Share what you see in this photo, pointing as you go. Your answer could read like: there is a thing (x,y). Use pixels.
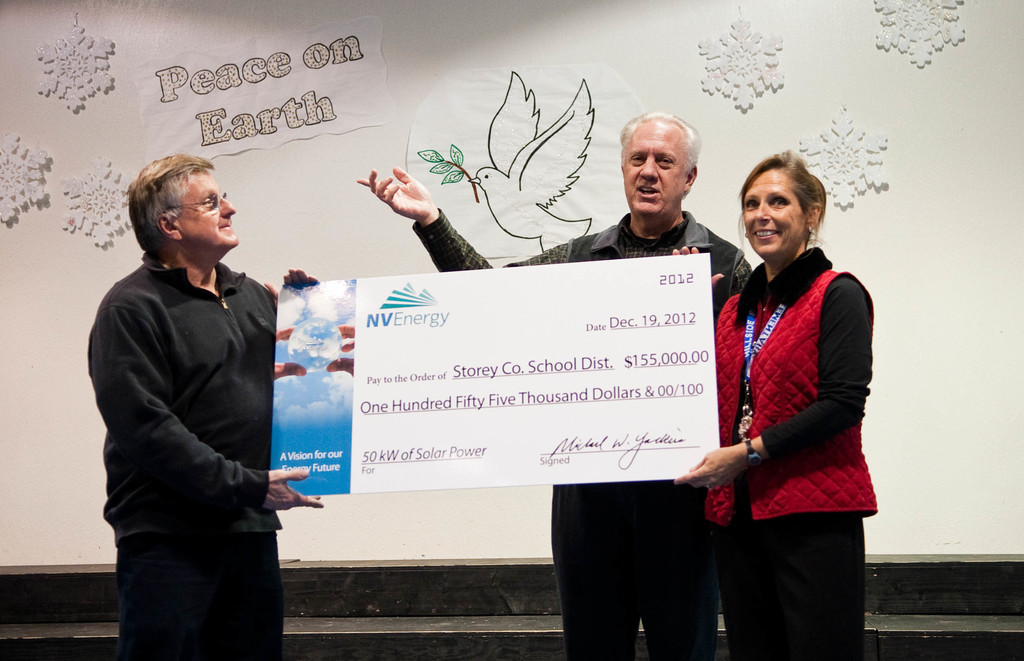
Here we can see three persons (615,622) and they are holding a cheque (570,480) with their hands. In the background (966,386) there is a wall (829,88) and these are the posters (526,133).
